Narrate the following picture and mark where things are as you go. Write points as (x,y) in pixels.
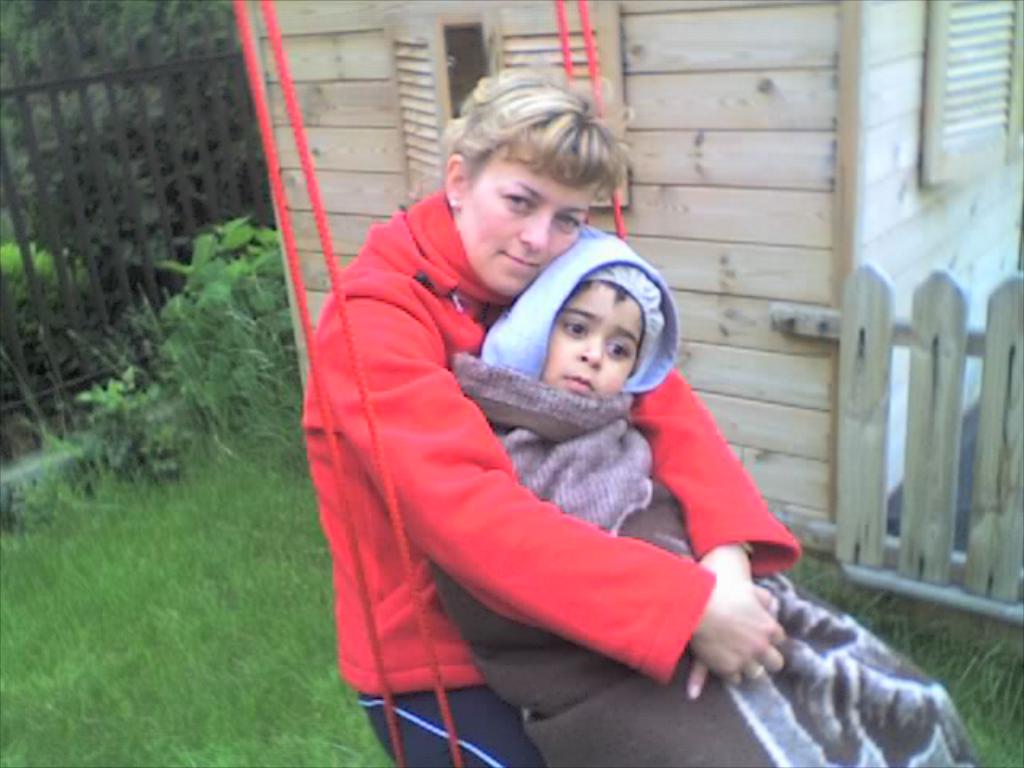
In this image, in the middle (485,503), we can see a woman (434,343) and a kid (604,532) sitting on the cradle (445,717). In the middle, we can also see a red color rope (445,717). On the right side (983,372), we can see a wood fence (939,423). On the left side (204,263) there are some metal grills (233,184), plants (180,262). In the background (991,64), we can see a wood house (893,286), window (483,35), trees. at the bottom (207,562), we can see a grass (269,671).
